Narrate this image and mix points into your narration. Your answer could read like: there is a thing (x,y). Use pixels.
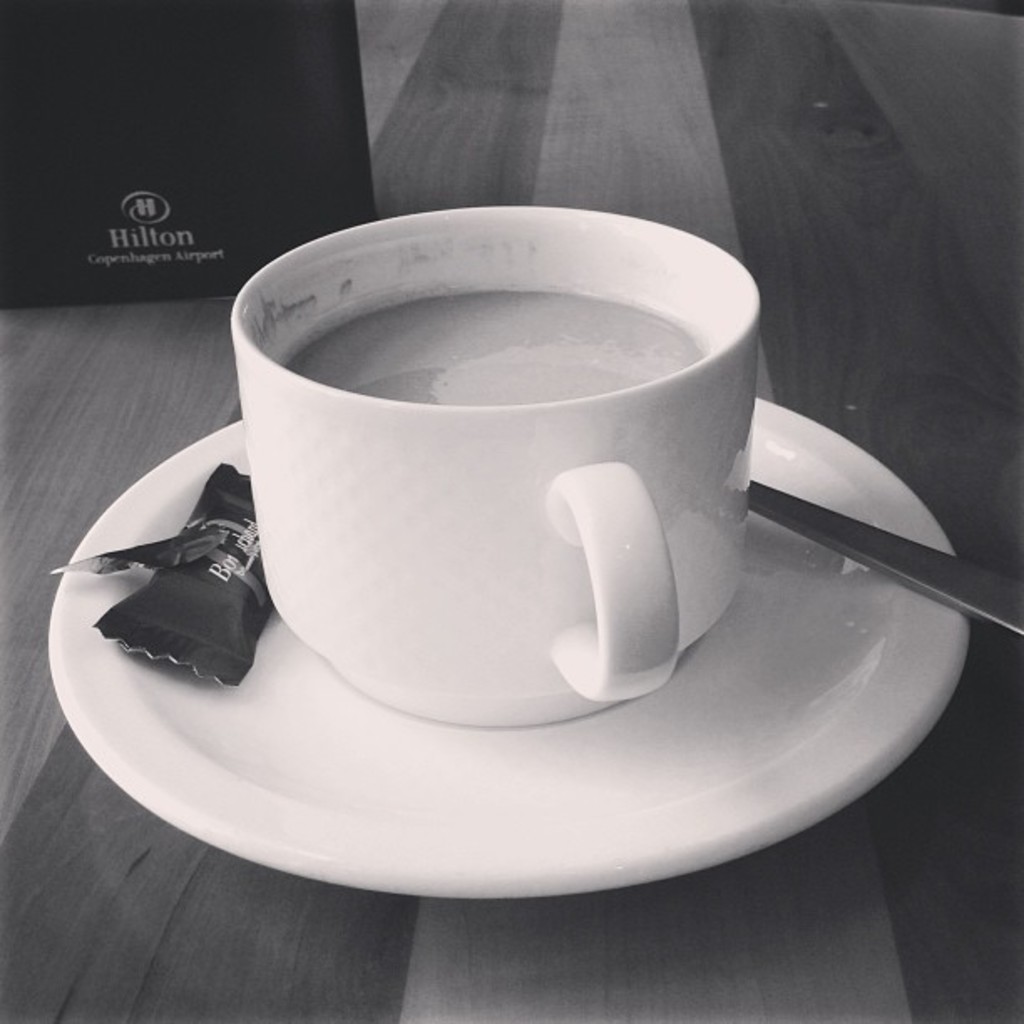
In this picture we can see a cup (585,438), spoon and a cover (240,614) on the saucer (591,718), and we can find drink (480,392) in the cup (415,444).
